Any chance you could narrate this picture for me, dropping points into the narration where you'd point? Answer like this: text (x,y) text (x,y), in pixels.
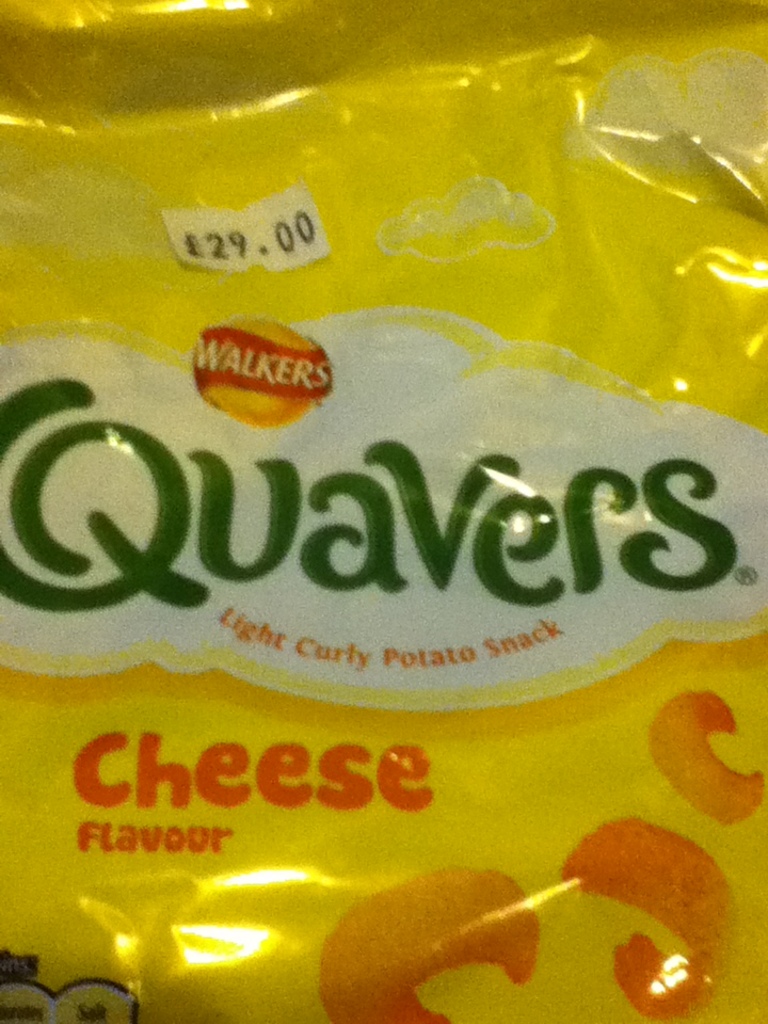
In this image, we can see a packet (662,641) contains some text (349,460) on it.
